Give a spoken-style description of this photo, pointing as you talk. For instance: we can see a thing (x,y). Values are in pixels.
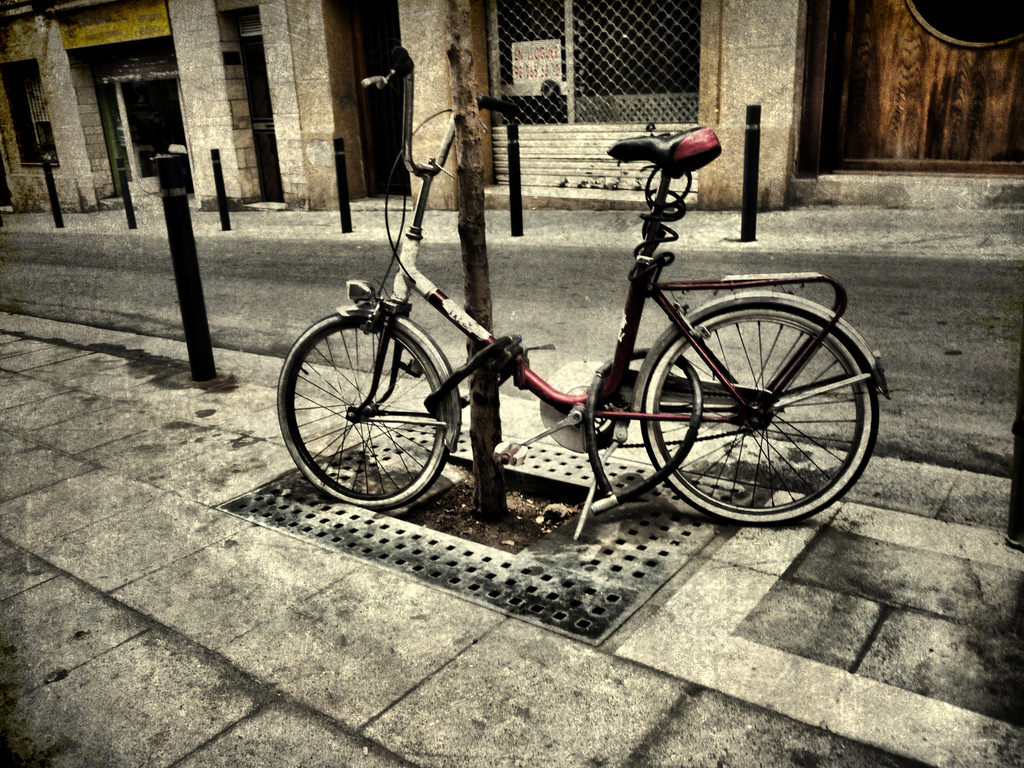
In this image I can see a bicycle (416,367) on the footpath (203,568). Behind there is a road (537,288). On the other side of the road (307,266) I can see few poles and buildings (494,71).
